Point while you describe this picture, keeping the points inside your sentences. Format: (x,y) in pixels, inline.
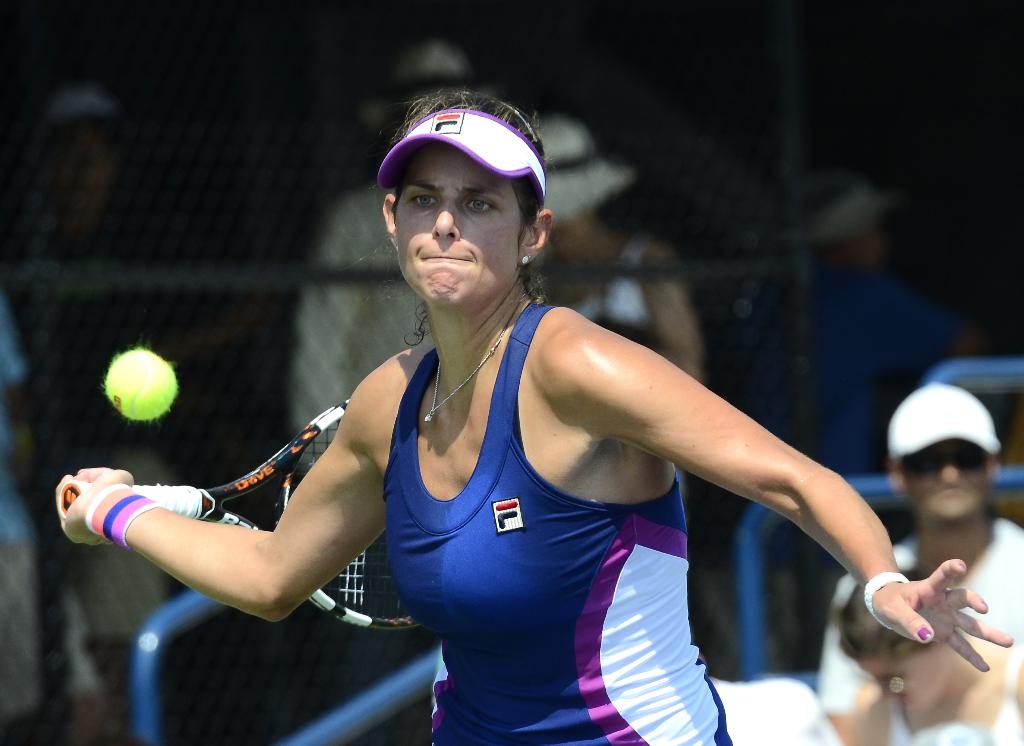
In this image I can see a woman (410,502) holding a racket (168,498) and there is a ball (144,392).
